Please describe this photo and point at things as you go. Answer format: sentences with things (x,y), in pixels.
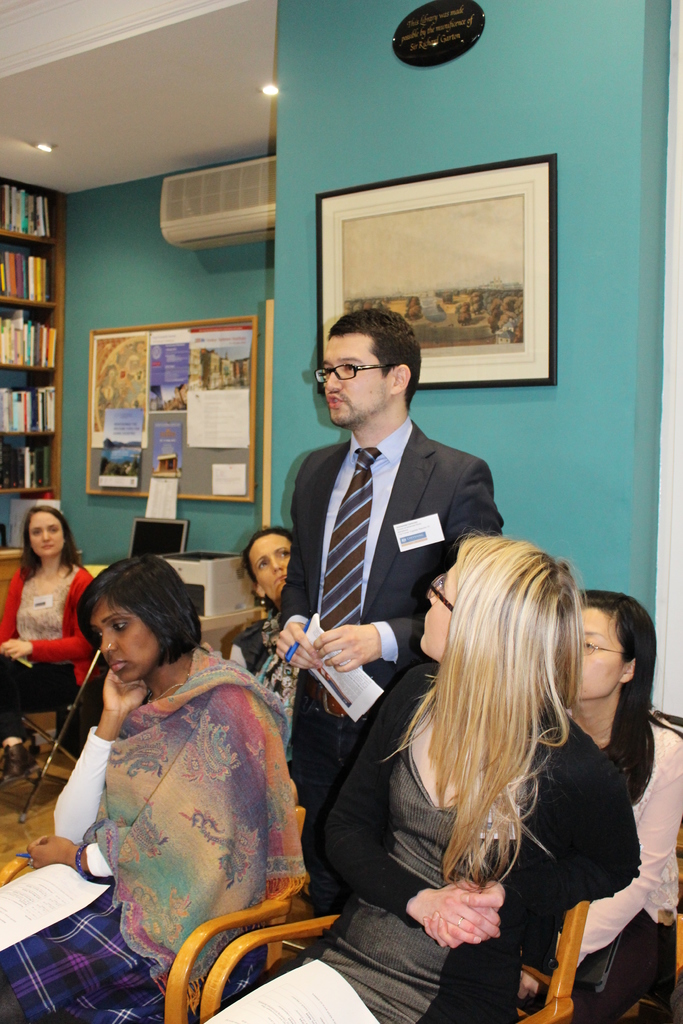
In this image we can see few people (233,757) sitting on chairs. There is a person (343,551) wearing specs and holding pen (309,622) and paper (367,683). And he is standing. And there are walls (263,268) with photo frames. Also there is AC (191,223) on the wall (127,227). And there is a cupboard (38,412) with books (38,412). And we can see lights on the ceiling (111,115).
